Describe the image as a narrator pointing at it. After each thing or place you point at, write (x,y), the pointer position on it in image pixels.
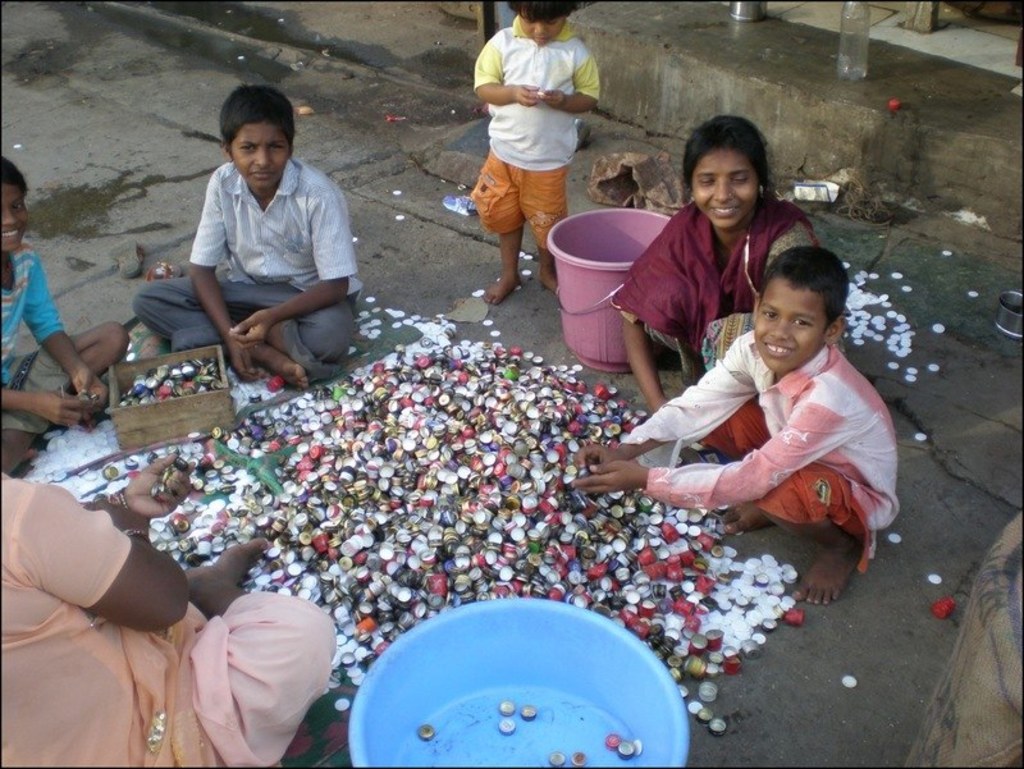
This picture describes about group of people (730,444), in front of them we can find bottle caps (424,495), bowl (612,683) and a bucket (590,250), in the background (852,59) we can see a bottle (859,48).
